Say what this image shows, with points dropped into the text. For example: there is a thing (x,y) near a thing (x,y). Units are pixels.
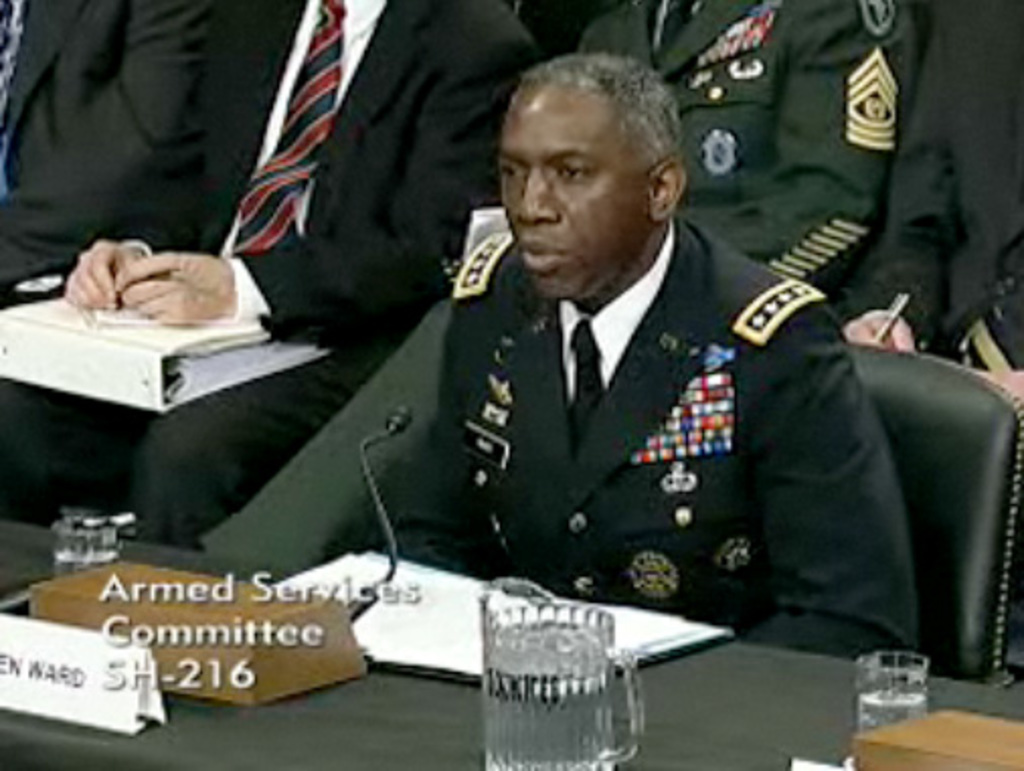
In this picture we can see group of people (246,311) they are all seated on the chair (928,456). In front of them we can see a glass (555,671), book (439,619), name board (11,648) and microphone (367,604) on the table (417,708).
